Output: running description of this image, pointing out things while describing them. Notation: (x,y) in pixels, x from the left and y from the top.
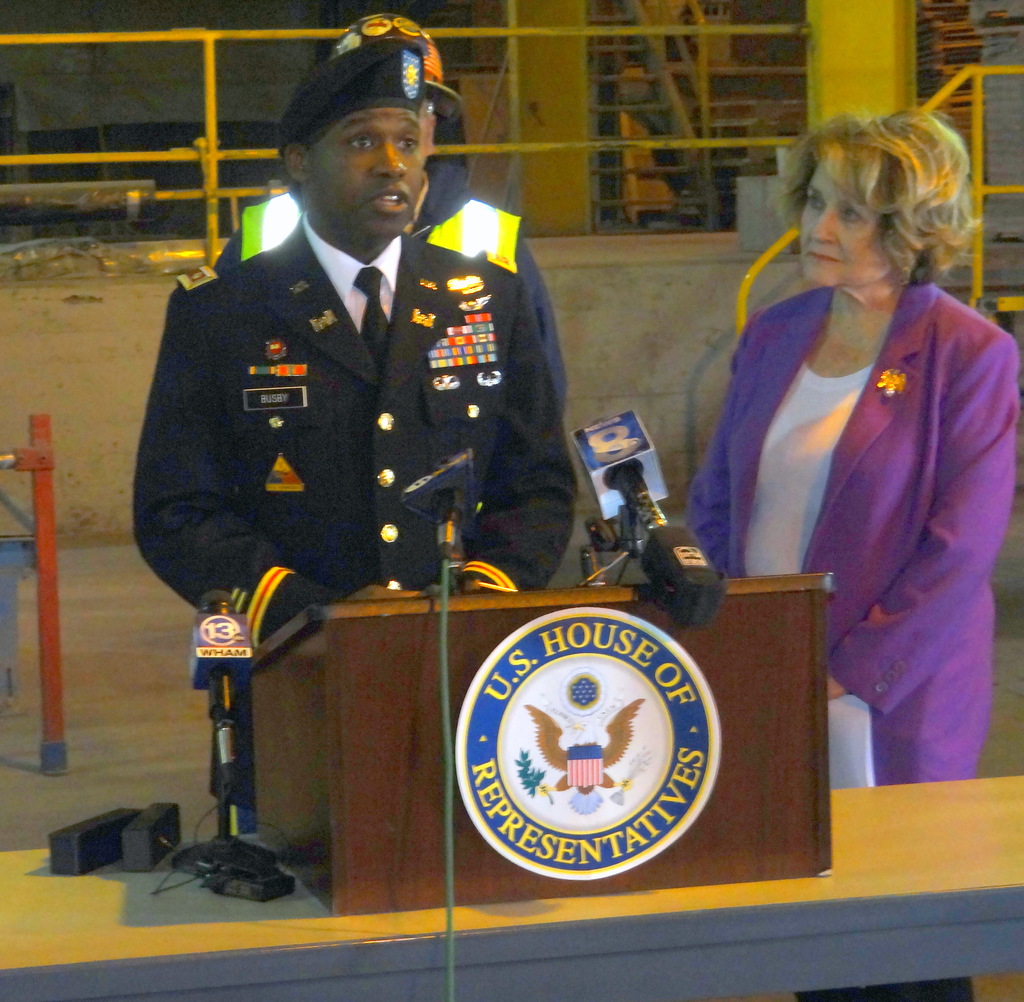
In this image, in the middle (351,647), we can see a man (336,316) wearing a black color dress (326,482) is standing in front of the table (508,983). On that table (817,972), we can see some microphones (648,576). On the right side (898,452), we can see a woman (909,462) is standing. In the background (601,212), we can also see another man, metal rod (208,132).
